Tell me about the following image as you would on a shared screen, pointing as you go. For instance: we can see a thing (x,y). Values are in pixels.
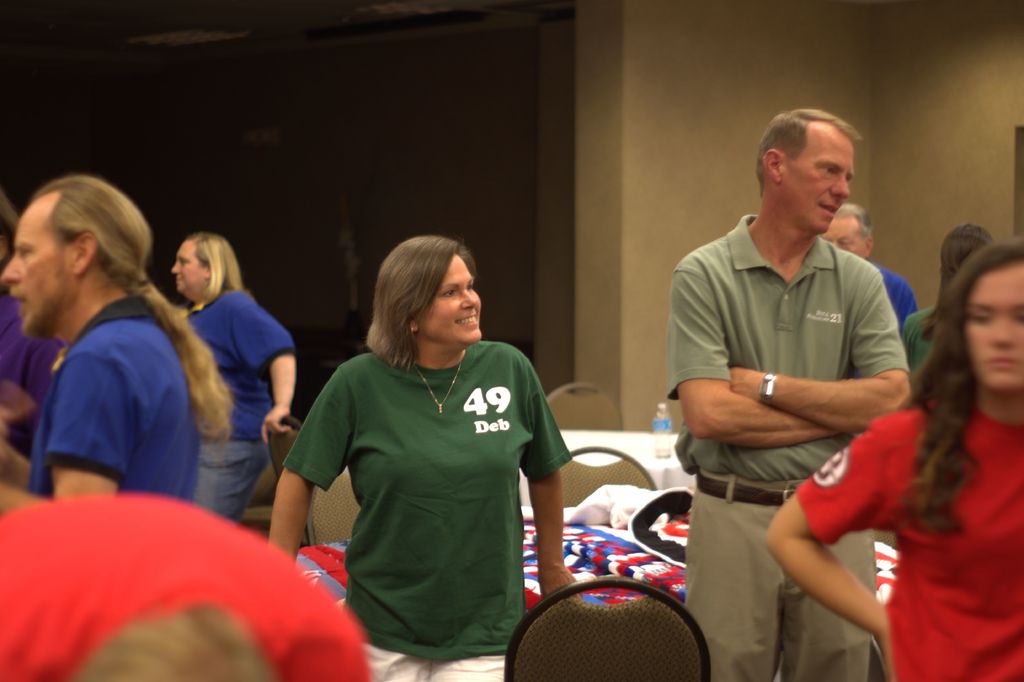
In this image there is a woman (455,450) in the middle (441,446). Beside her there is a man (789,451). There are few people (187,346) around them. In the background (709,119) there is a wall (682,139). In front of the wall (654,275) there is a table (640,440) on which there is a bottle (665,448). Beside the table (607,459) there are chairs (592,469). Behind the woman (480,560) there is a table (617,535) on which there are mats (613,544).
